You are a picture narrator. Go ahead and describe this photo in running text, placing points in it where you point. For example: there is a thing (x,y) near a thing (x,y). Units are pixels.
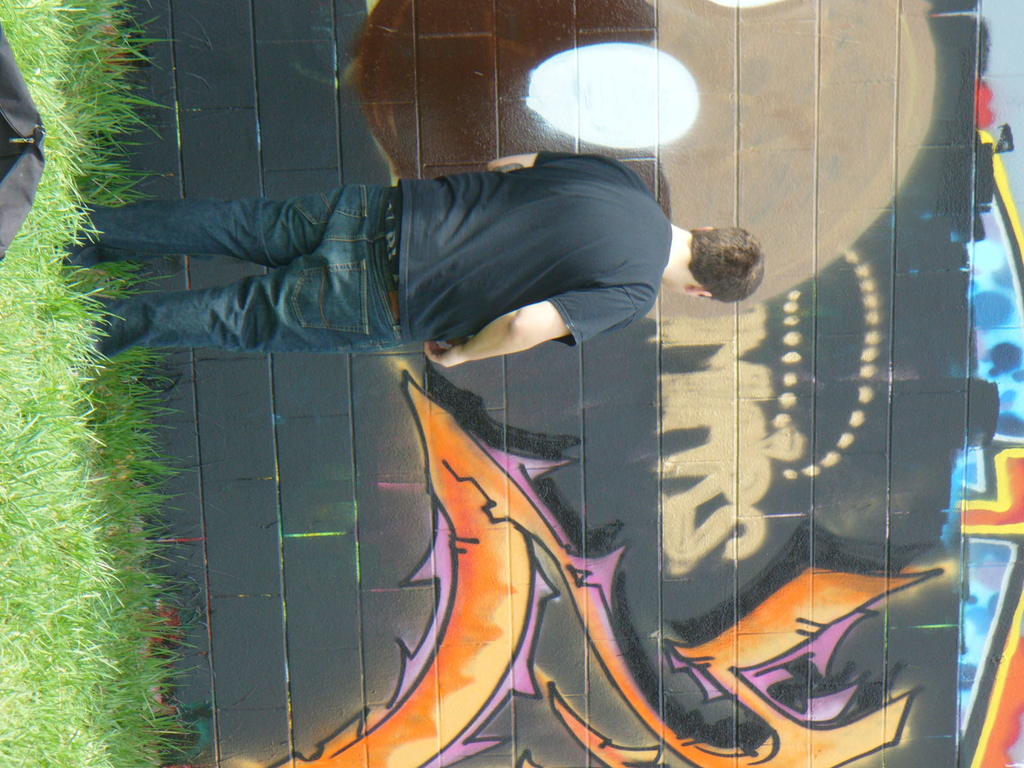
In this picture, we see a man (587,249) in black T-shirt (532,249) and a blue jeans (326,280) is standing. In front of him, we see a wall graffiti (484,422) and it is in brown, black, white, pink, orange, red, blue and yellow color. On the left side (62,355), we see the grass (70,490) and a bag (25,140) in black color.
